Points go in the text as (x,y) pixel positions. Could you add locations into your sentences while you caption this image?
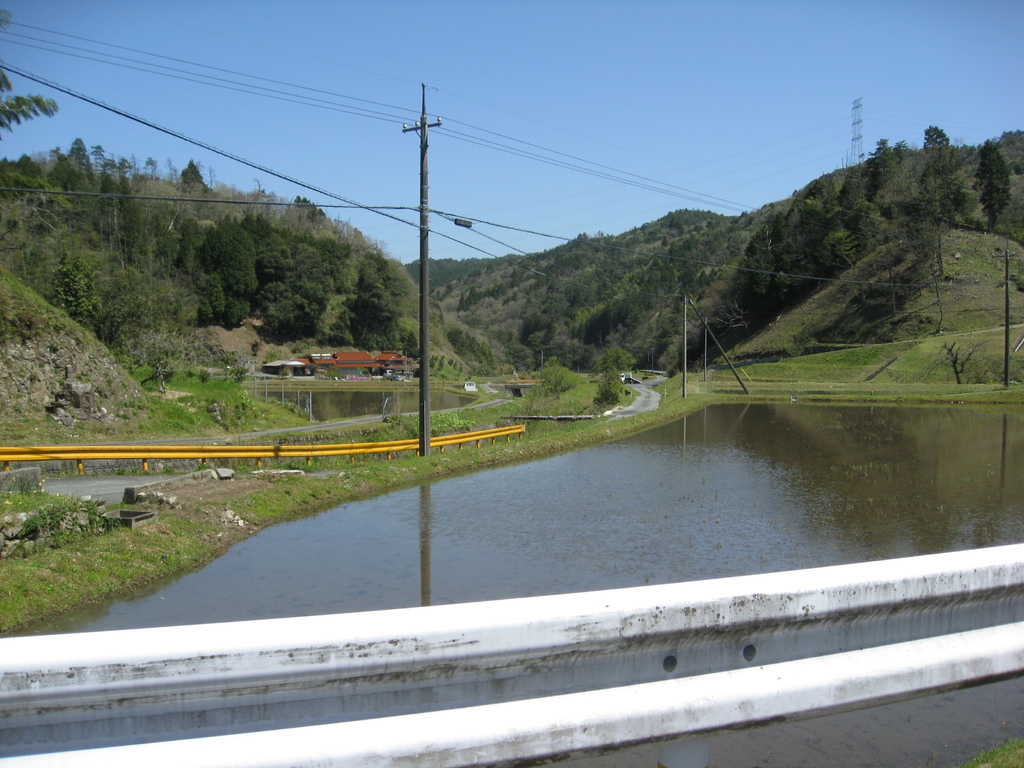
In this image there is a canal (739,470) and fence (398,713) visible at the bottom (404,541), in the middle (358,361) there is a pole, power line cables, house (302,359), small canal (301,395), bridge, road (281,431), trees (440,308), at the top (292,120) there is the sky (400,111) visible.
